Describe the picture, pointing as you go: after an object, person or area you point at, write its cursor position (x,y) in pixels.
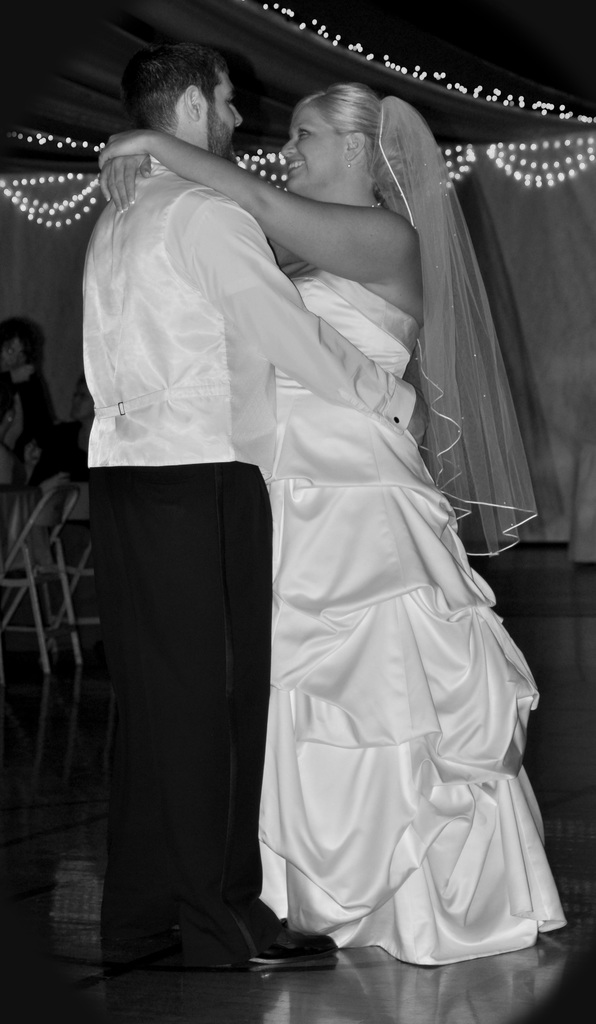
In this image in the center (208,681) there is one man (250,405) and one woman (308,472) who are smiling, and they are dancing and in the background (71,519) there are chairs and some people (29,420), curtains (579,203), lights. At the bottom (48,855) there is floor (45,863).
